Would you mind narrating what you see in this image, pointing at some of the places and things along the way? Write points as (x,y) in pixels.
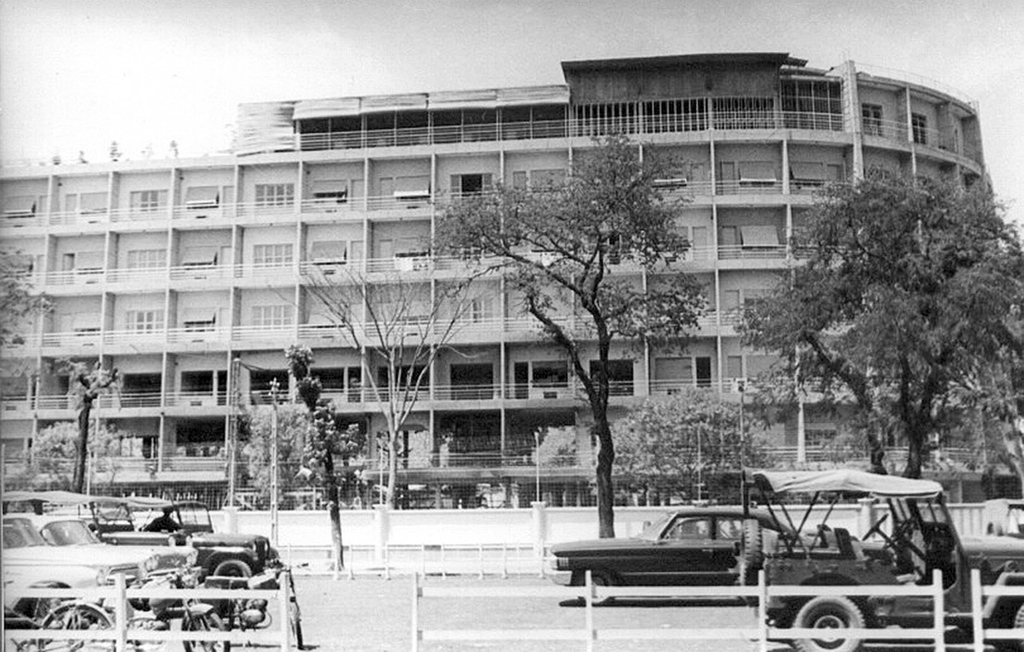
This is a black and white picture. Here we can see 3 cars (79,559) and 3 jeeps (900,584) and some motorcycles (178,584). Here we have a 7 storey building (266,294) and before the building (275,285) we have few trees (954,403) planted and these cars (768,577) are parked in a fenced area (453,590).
